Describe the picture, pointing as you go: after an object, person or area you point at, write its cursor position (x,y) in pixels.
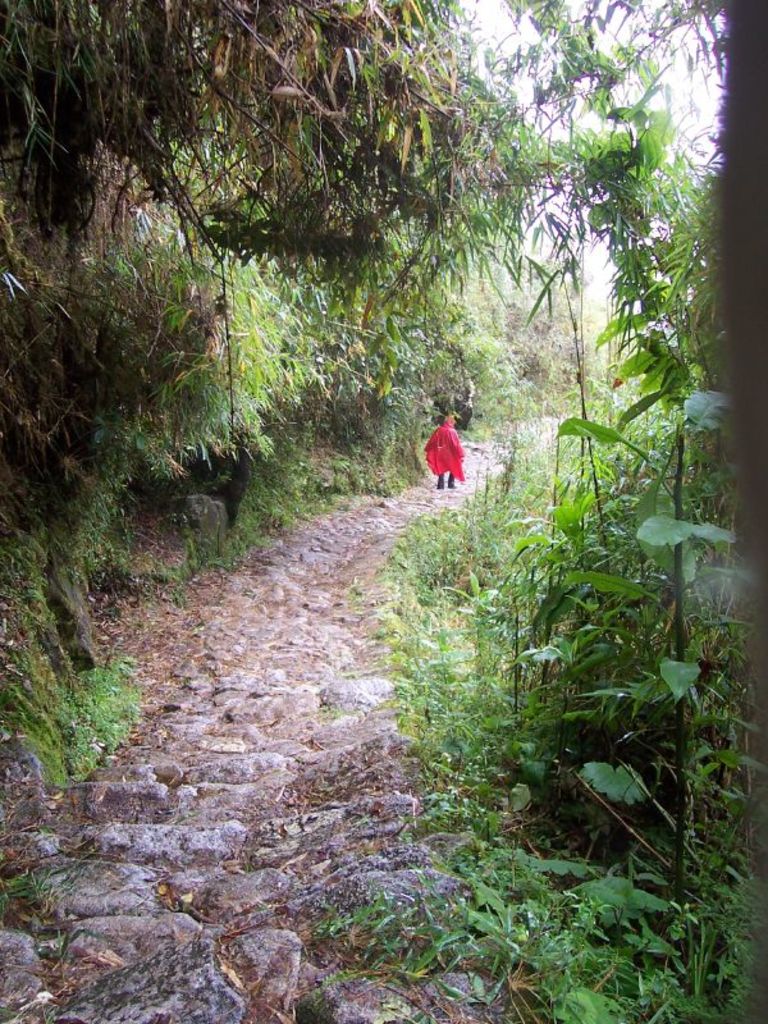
In this image, we can see a path (273,638), there is a person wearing a red color dress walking on the path (361,559), at the right (597,519) and left side (238,319) there are some green color plants (426,534).
